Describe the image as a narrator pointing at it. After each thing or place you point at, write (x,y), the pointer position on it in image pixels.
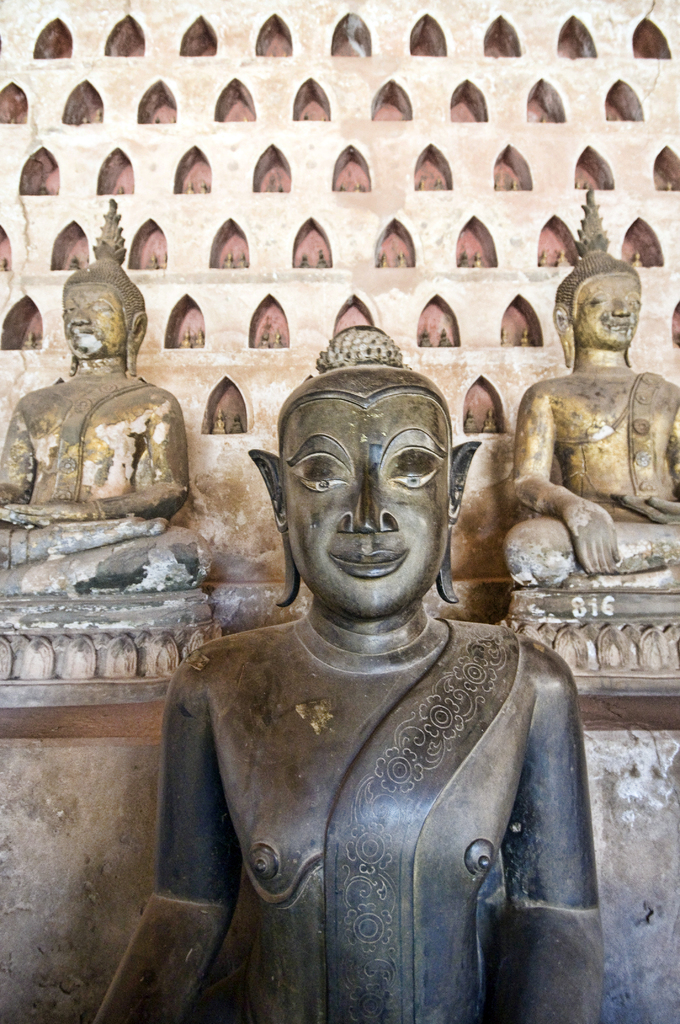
In the picture we can see a Buddha sculpture (357,872) and behind it also we can see two Buddha sculptures (585,643) and a wall (289,309) behind it.
